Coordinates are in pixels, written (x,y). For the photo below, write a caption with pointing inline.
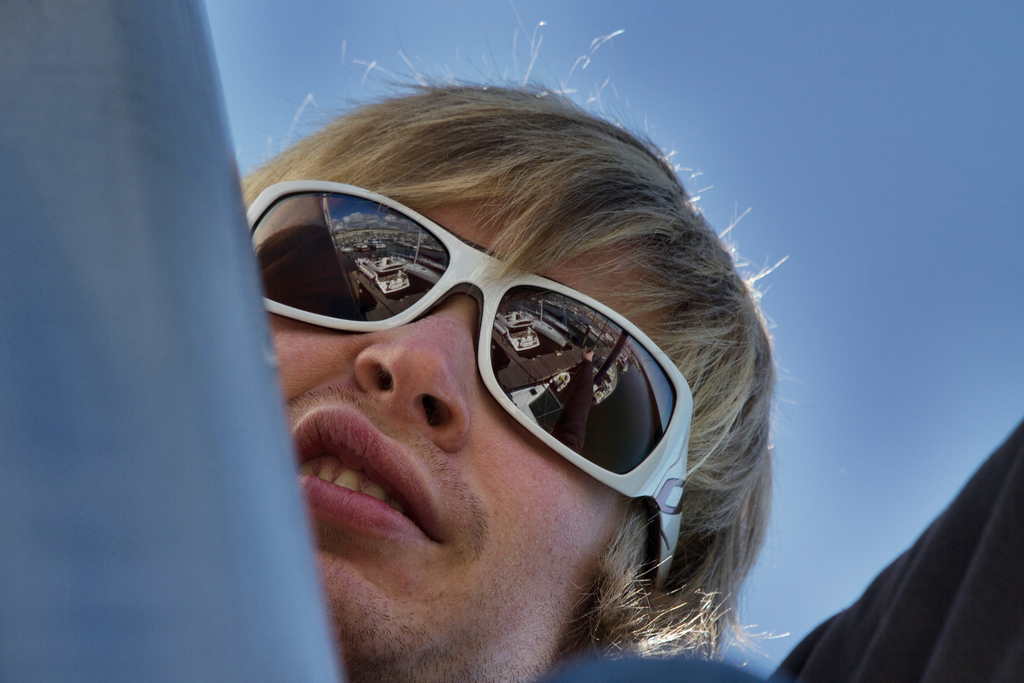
In front of the image there are some objects (923,611). Behind the objects (123,440) there is a person (499,548). In the background of the image (849,416) there is sky (966,292).
